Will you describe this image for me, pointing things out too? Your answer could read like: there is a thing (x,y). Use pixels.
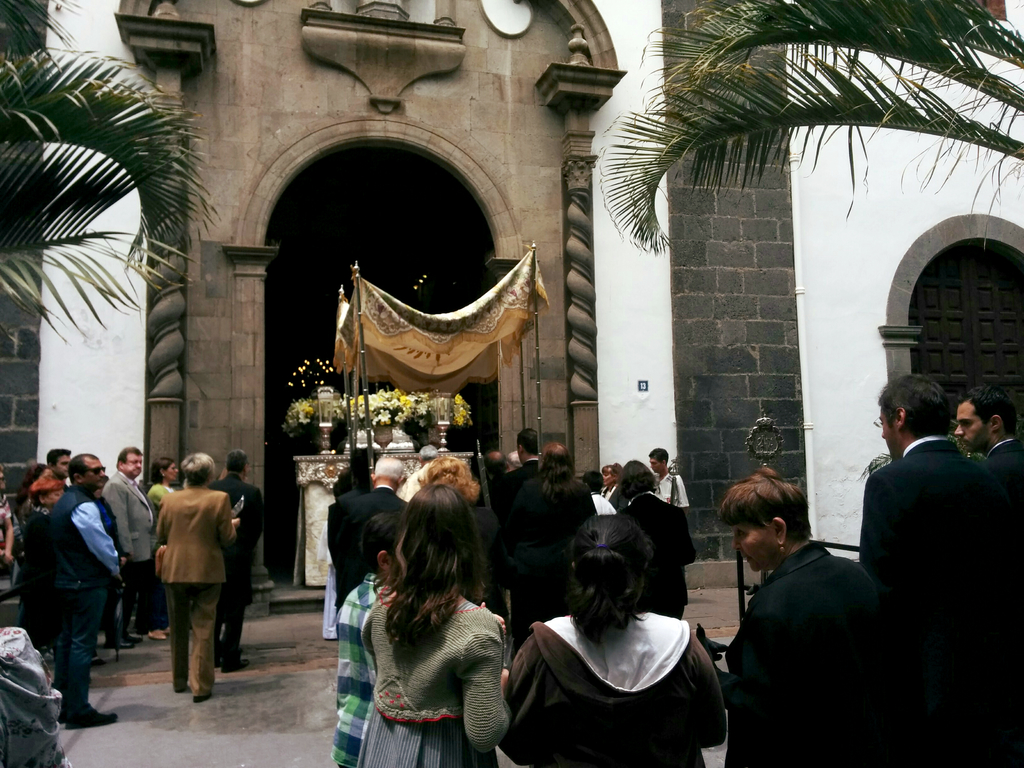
There are many people (528,574). Also there is a cloth (379,362) attached with four poles (363,327). In the back (513,389) there is a building (341,150) with arches (490,182). Near to that there is a stand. On the stand (402,430) there are flower bouquets (373,398). Also there are leaves (50,192) of palm trees (22,125).
